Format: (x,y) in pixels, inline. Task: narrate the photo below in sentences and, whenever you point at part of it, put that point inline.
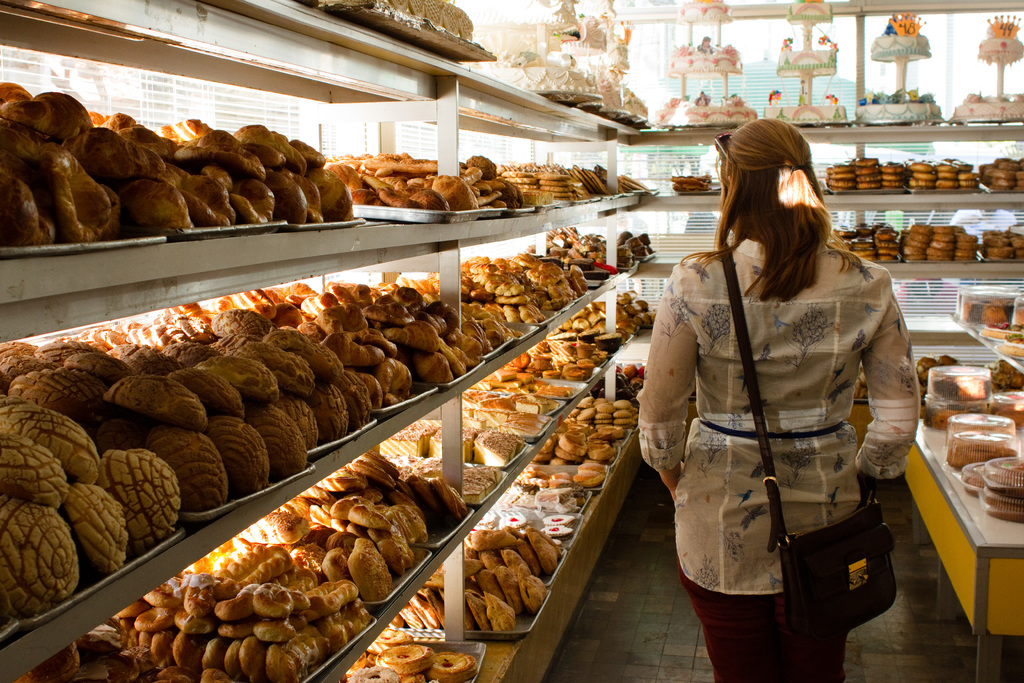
In this image we can see a group of food items (502,374) on the racks (167,243). Beside the racks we can see a person (790,463). On the right side (967,458), we can see food items (984,503) on a table (957,521).
